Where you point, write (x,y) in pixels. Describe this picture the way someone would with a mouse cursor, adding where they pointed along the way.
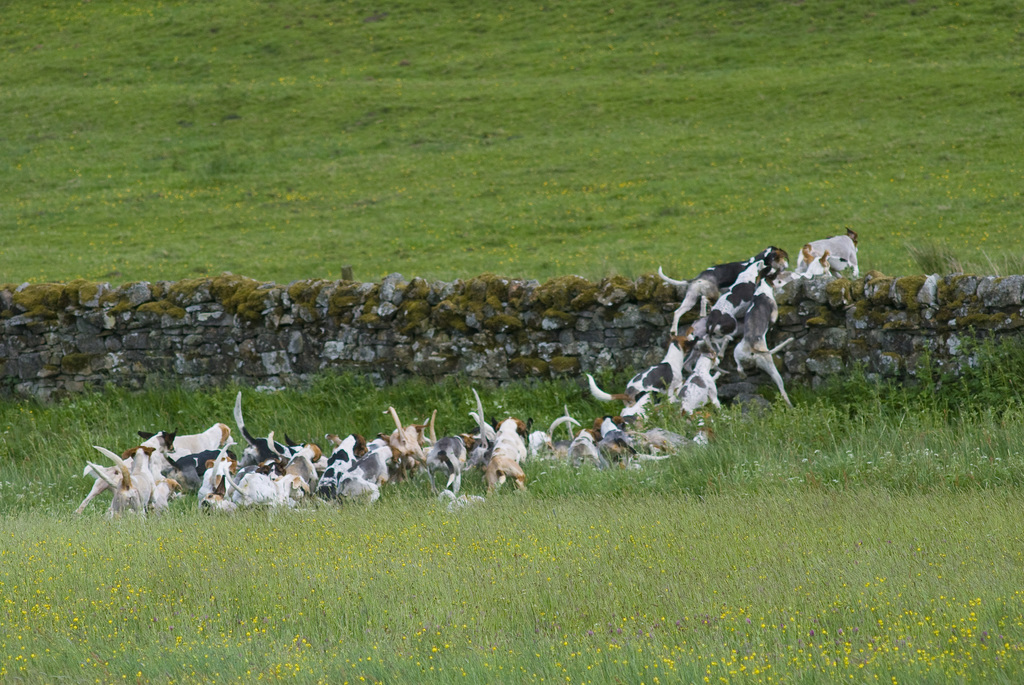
In the image we can see there are dogs (285,464) running on the ground (386,400) and jumping from the wall (833,283). The ground (779,476) is covered with green plants (516,548) and there is a wall (200,349) made up of stones (406,328).
